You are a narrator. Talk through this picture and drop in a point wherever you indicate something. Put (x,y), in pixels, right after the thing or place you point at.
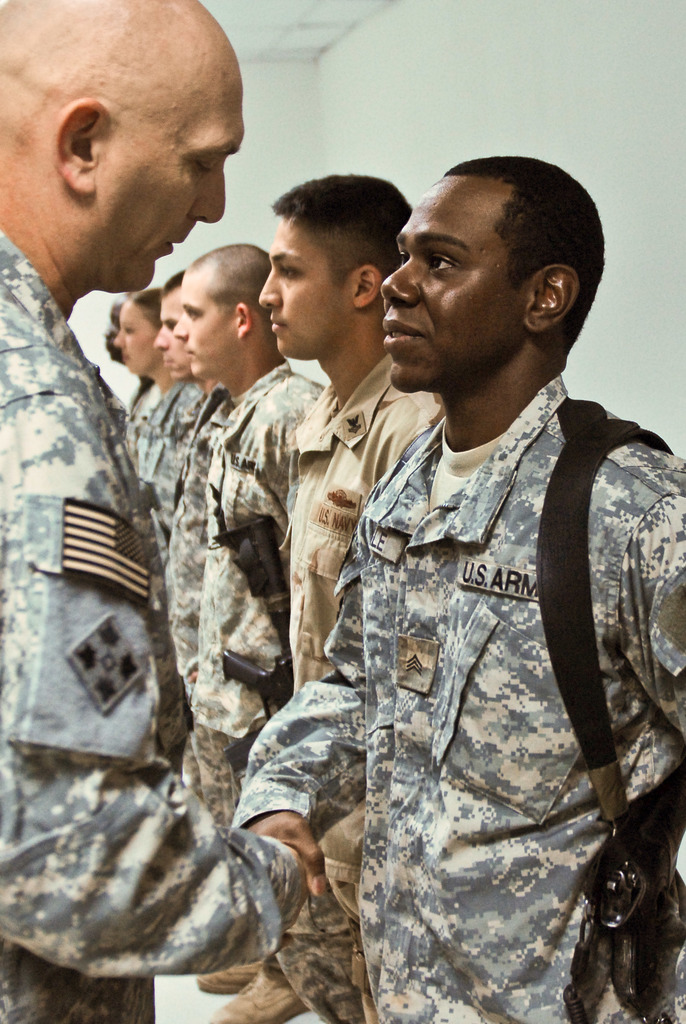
In this image I can see number of persons (337,794) wearing uniforms (237,736) are standing. In the background (458,107) I can see the white colored wall (439,67) and the ceiling (261,38).
